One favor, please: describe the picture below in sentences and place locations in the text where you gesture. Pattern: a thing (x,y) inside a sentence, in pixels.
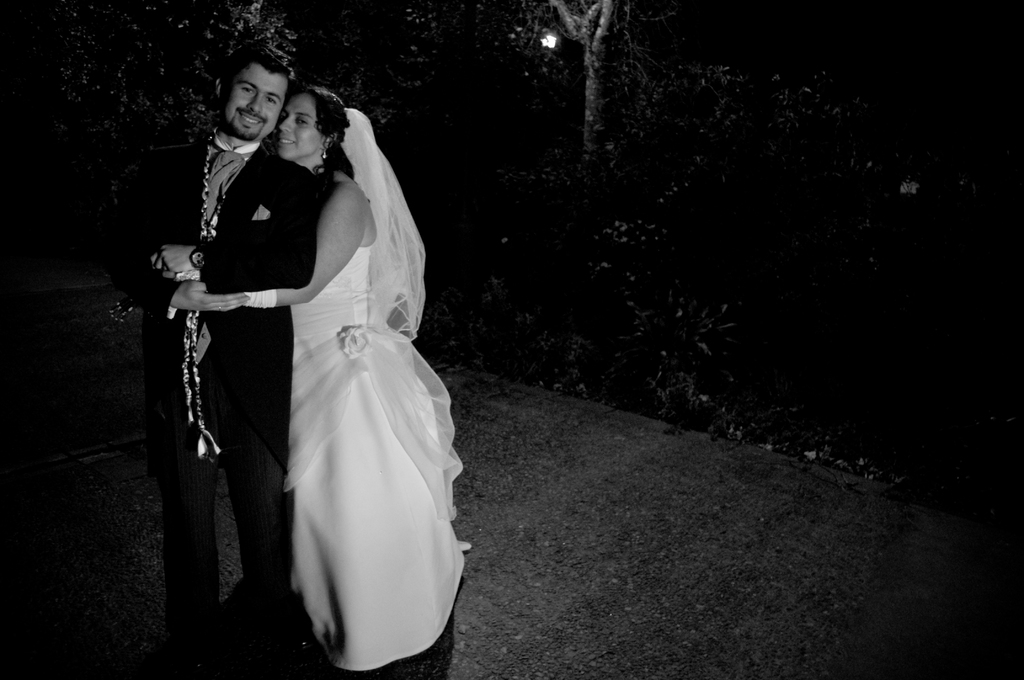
In this black and white picture a person (239,387) is wearing a suit (199,358). He is standing on the floor (95,656). Behind him there is a woman (349,290) wearing a dress (347,338) is holding the person (283,327). Background (802,185) there are few trees (695,209).
